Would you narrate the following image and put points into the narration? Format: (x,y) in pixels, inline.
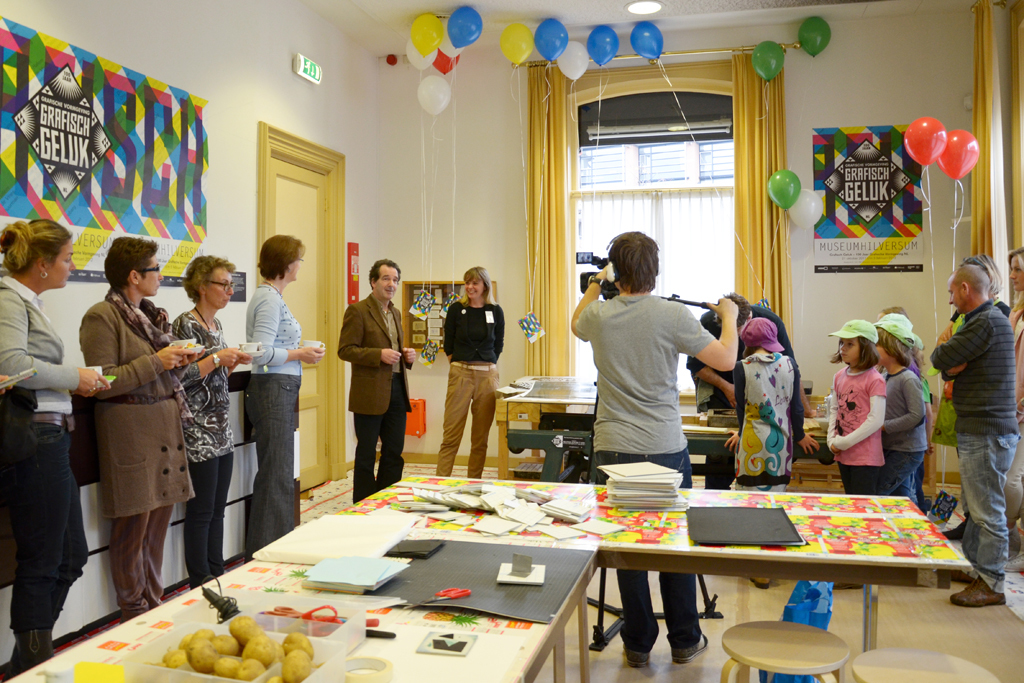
This picture is taken inside a room (322,232). It looks like a celebration. There are people (638,282) in the room (317,279). There are tables (496,588), stools (766,626), balloons (451,58) and posters (877,221) on the wall (619,50). On the table (597,515), in the front (621,487) there are books (637,468), papers (608,501), scissors (460,595), sheets (476,593), box (342,642), potatoes (245,648), and cables (231,605). The man (615,369) in the center (606,385) is shooting a video. In front of him there is camera (609,290) on tripod stand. The people (193,320) at the left (137,339) are holding cups (259,351) and saucer (247,356) in their hand (233,362). At the right corner (833,403) there are children (864,378) and they are wearing caps (865,331). In the background (470,209) there is wall (466,175), window (607,167) and curtains (566,148).
